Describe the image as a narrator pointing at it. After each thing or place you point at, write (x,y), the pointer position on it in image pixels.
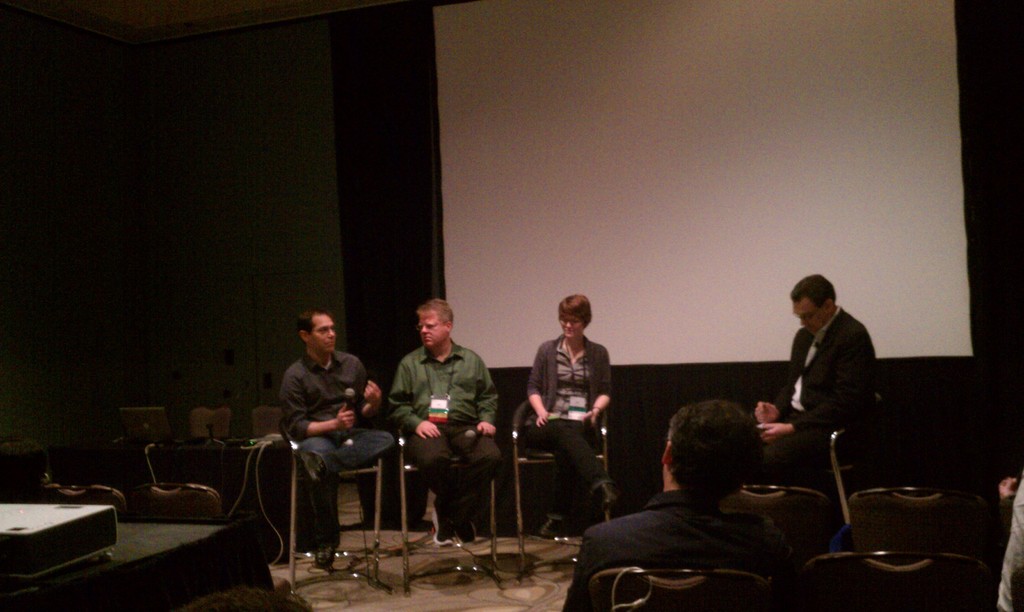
Background (20,170) portion of the picture is dark. In this picture we can see a screen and few objects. We can see the people (805,386) sitting on the chairs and we can see a man (313,370) holding a microphone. On the left side of the picture (69,517) we can see a table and on a table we can see a projector device (32,515).
